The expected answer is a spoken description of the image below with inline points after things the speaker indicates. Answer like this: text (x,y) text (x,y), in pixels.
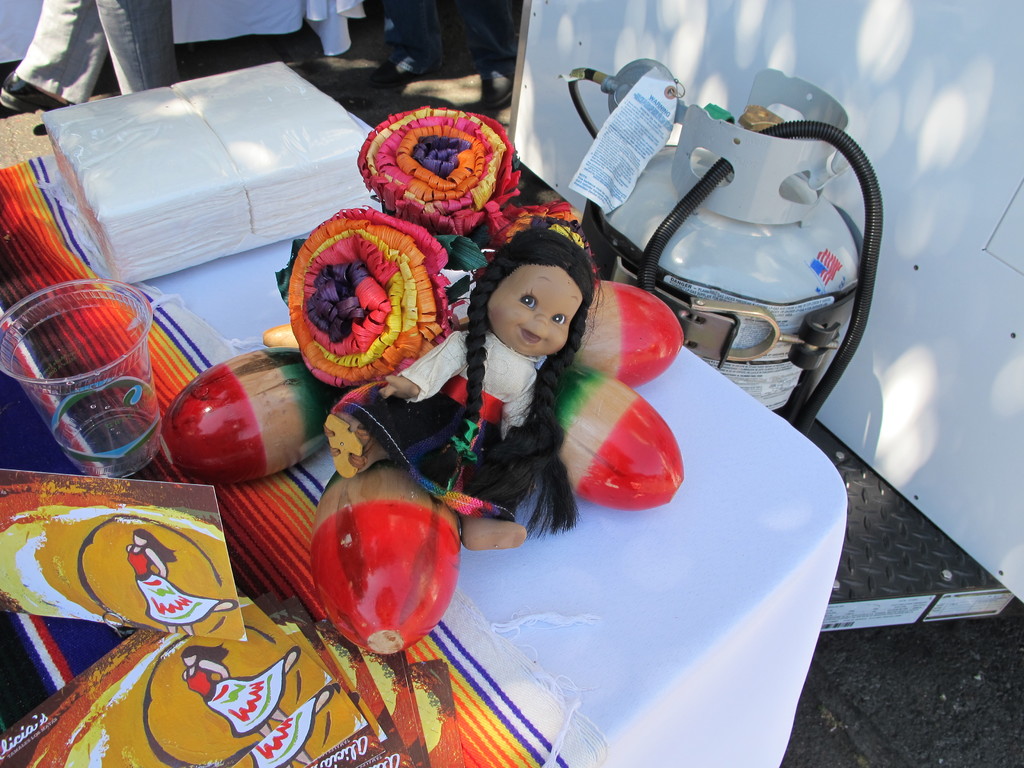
In this picture I can see a doll (461,418) and few toys (405,480) and I can see papers (125,578) and a glass (120,388) and looks like a book bundle (181,178) on the table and I can see human legs (412,67) and a cylinder (749,265) on the right side (730,199).
